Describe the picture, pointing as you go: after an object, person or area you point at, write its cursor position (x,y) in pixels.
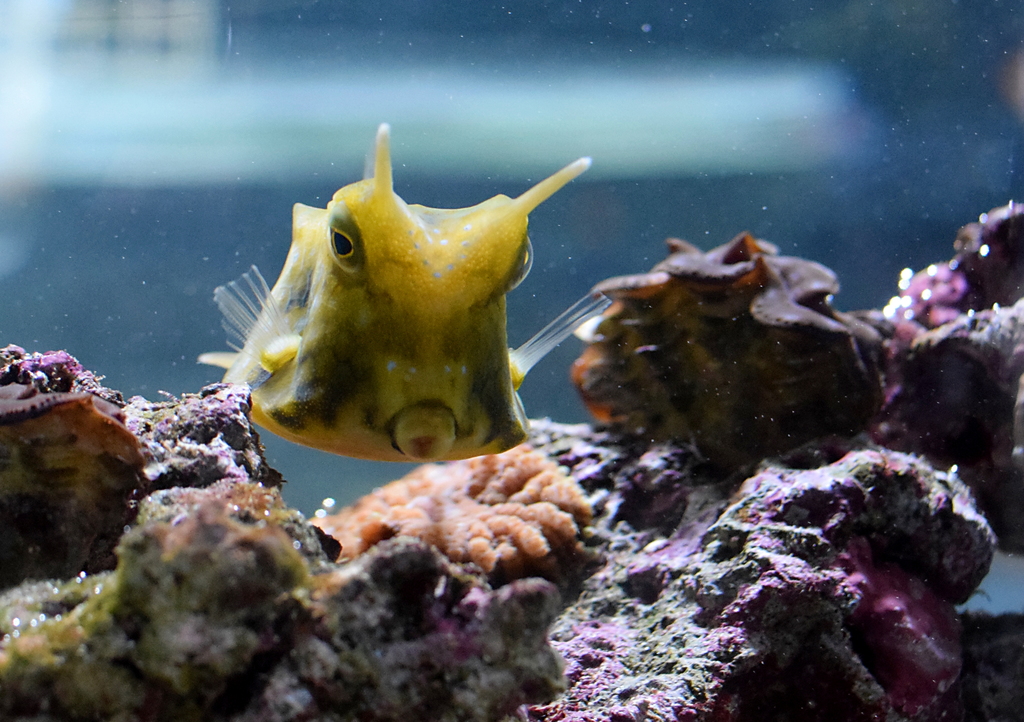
In this picture we can see a fish (389,427), coral (225,438) and in the background (414,117) it is blurry.
